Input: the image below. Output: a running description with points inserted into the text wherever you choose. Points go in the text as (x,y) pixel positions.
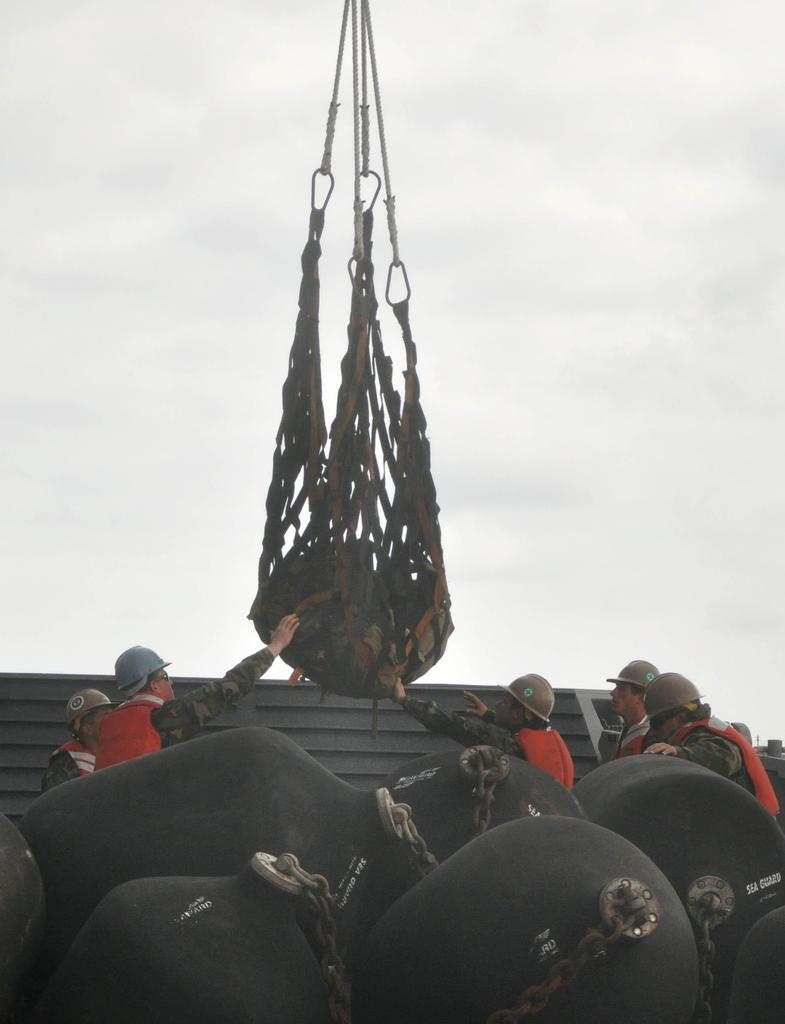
In this image there is a net (306,455) in the middle (306,455) which is hanged to the ropes (395,232). In the middle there are few people (720,722) who are holding the net (339,643). At the bottom (250,811) there are black color fenders (73,825) to which there are chains (401,819). At the top (77,300) there is a sky (122,377).
